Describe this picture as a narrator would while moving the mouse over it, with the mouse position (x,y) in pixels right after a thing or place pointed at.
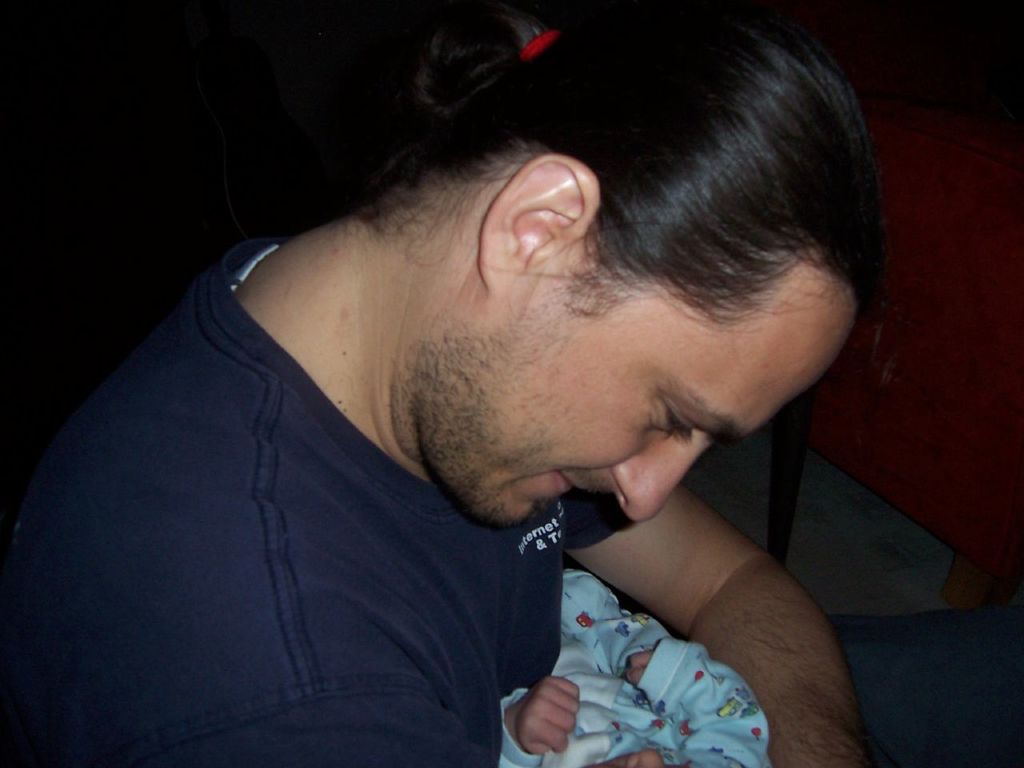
In this image I can see a person (502,340) wearing t shirt (329,575) is holding a baby (650,697). I can see a red colored couch (929,364) and the black colored background (224,187).
